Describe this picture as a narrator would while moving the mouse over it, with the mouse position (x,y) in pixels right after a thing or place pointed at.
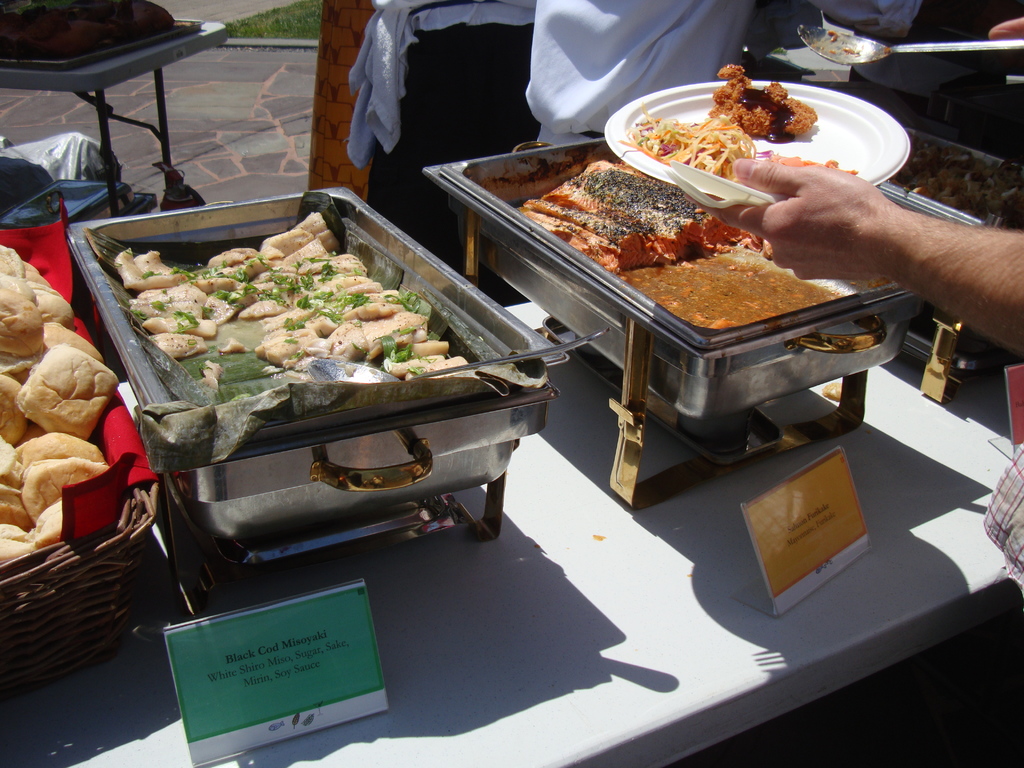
In this image, we can see food items (770,299) in the trays (761,332) and basket (79,583). These trays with stand (638,463) and basket (34,643) are placed on the white table (548,633). We can see name boards (328,725) on the white table (525,578). On the right side of the image (999,289), we can see the hand (800,224) of a person (935,265) holding a plate (694,114) with food (748,104). At the top of the image (467,99), we can see table (157,97), path (250,117), grass (283,23), clothes (489,60), spoon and few objects (771,56).
